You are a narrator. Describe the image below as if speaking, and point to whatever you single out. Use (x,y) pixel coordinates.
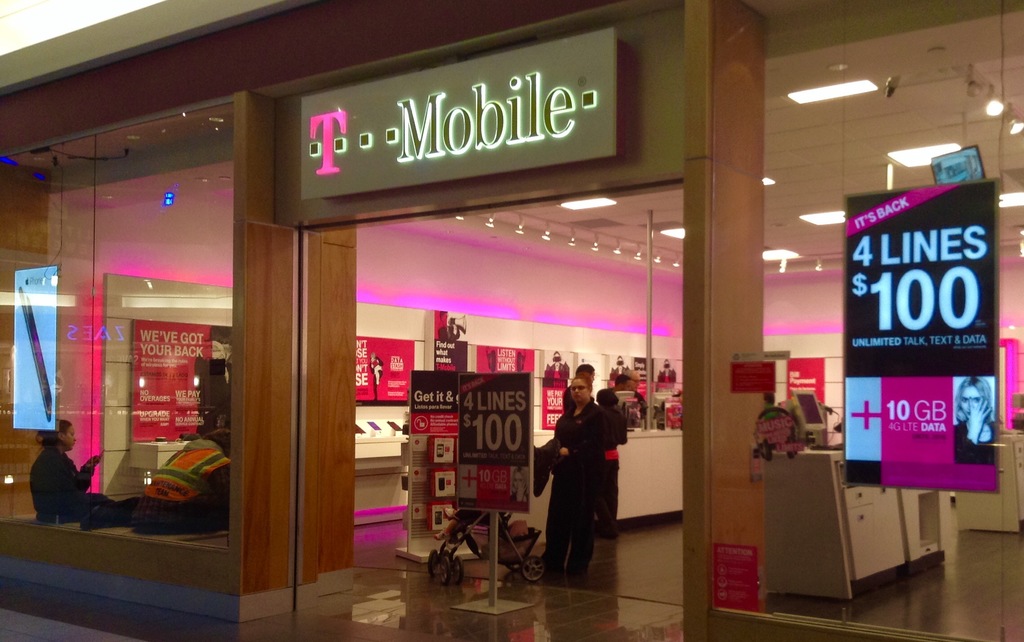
There is a building (240,167) having glass doors (811,167) and windows (39,297), hoarding (615,83) and posters (925,263) pasted on glass windows (144,312). Through these glasses (135,416), we can see there are persons (575,430) in the showroom (640,495), there are posters (184,344) pasted on the white wall (592,350), there are lights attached to the roof (805,202) and there are other objects (633,507).
